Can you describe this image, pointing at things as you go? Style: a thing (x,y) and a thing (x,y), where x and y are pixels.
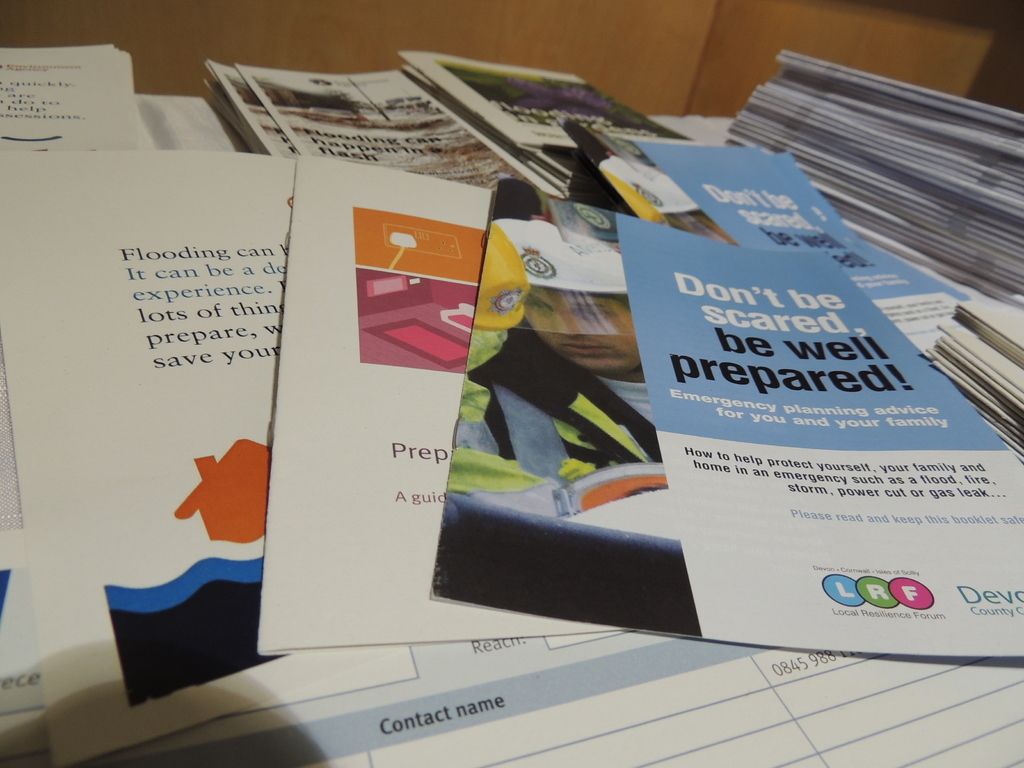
In the image we can see some books (487,92) and papers (709,660). At the top of the image (589,4) we can see a wall (636,10).
